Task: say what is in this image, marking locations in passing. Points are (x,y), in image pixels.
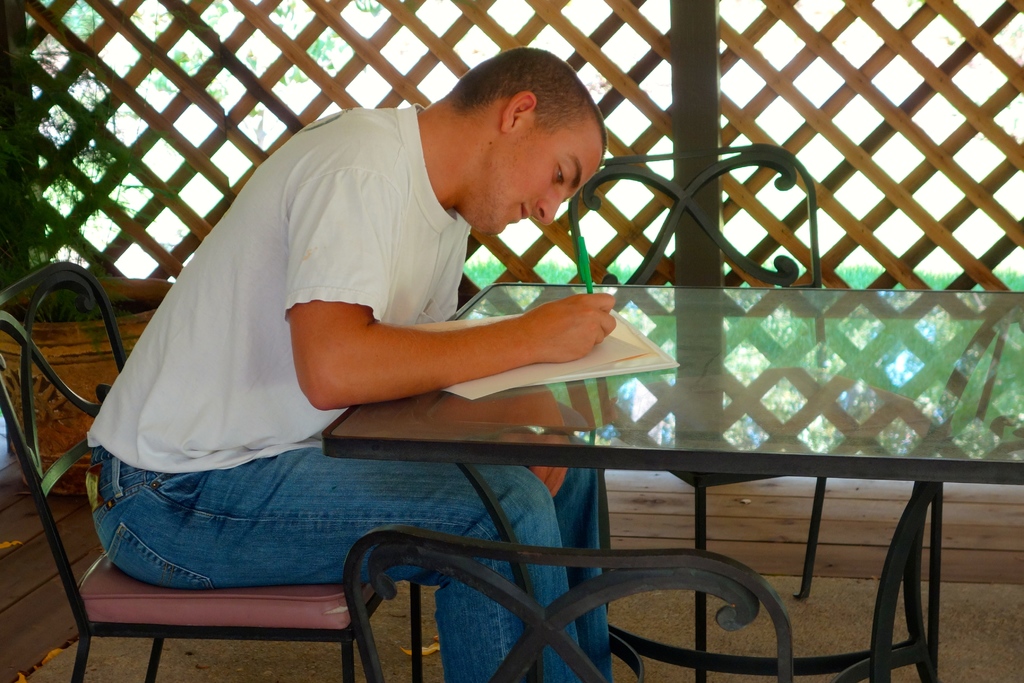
In the foreground of this image (259,426), there is a man (243,486) sitting on the chair (226,589) holding a pen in front of a table (635,405) on which there are papers (621,356) and we can also see few more chairs (685,199) and the wooden mesh (877,96). Through it we can see the greenery (294,25).
